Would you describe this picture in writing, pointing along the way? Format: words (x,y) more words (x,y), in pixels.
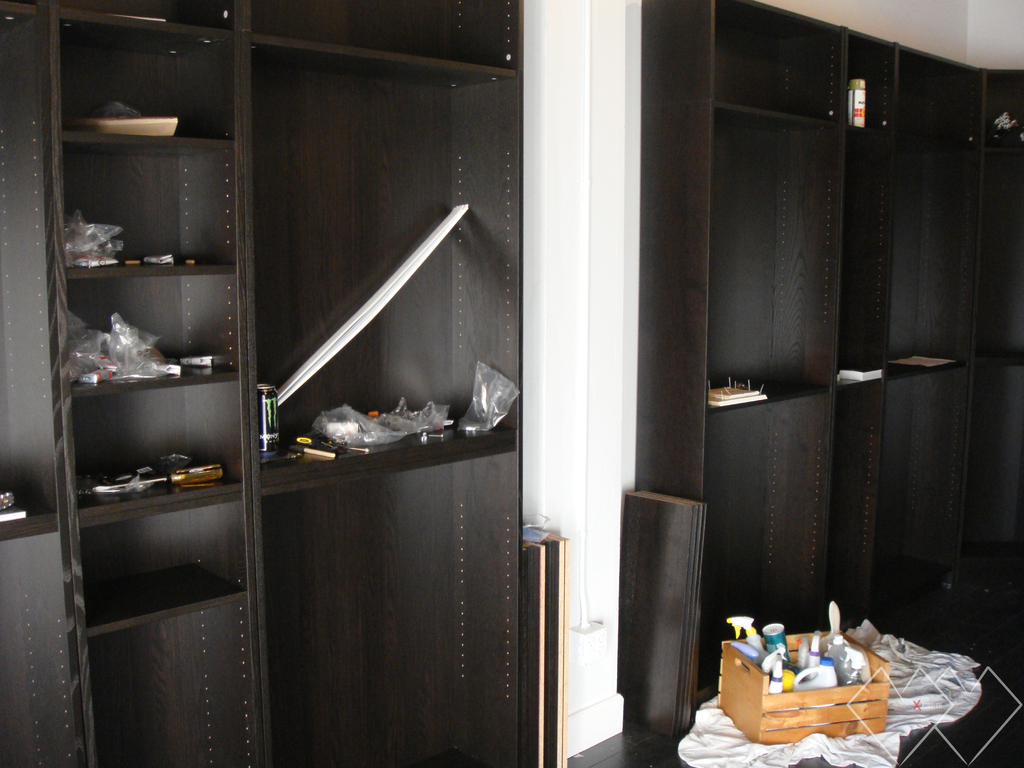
In this image I can see cupboards (785,355). It is in black color and some objects (437,425) are in it. In front (774,652) I can see bottles (764,665) in the wooden box (854,693) and we can see white cloth (913,671). The wall (603,157) is in white color.
